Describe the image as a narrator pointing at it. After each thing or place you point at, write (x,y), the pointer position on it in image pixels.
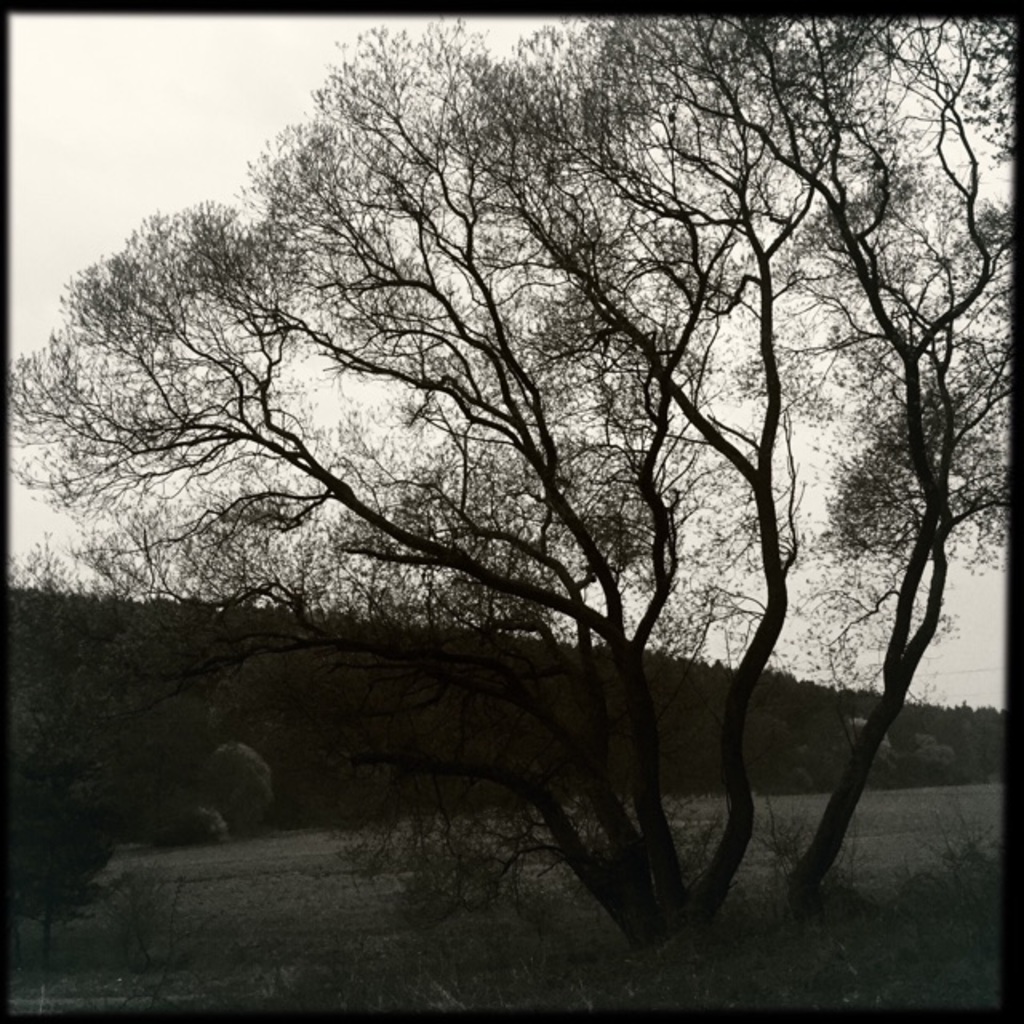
In this image there are trees (317,793), bushes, path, slope ground (474,839) and the sky (325,404).
